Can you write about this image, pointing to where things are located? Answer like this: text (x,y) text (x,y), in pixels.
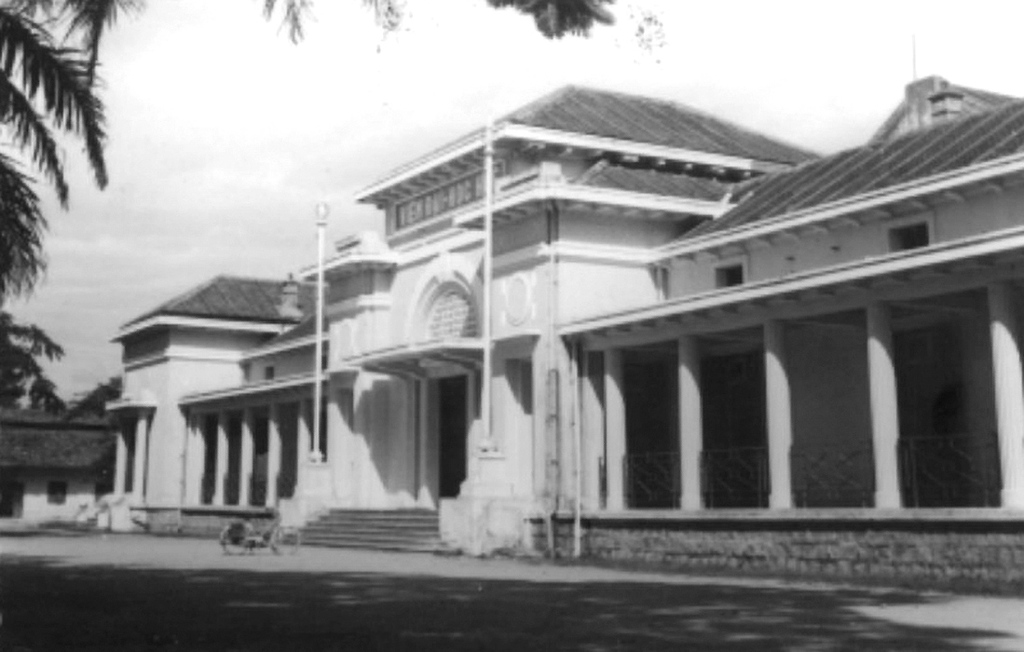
This is a black and white image. In the image we can see a building (504,412) and pillars (785,450). There are even stairs (399,523) and pole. We can even see there are trees (4,171), footpath (247,565) and a sky (188,181).
